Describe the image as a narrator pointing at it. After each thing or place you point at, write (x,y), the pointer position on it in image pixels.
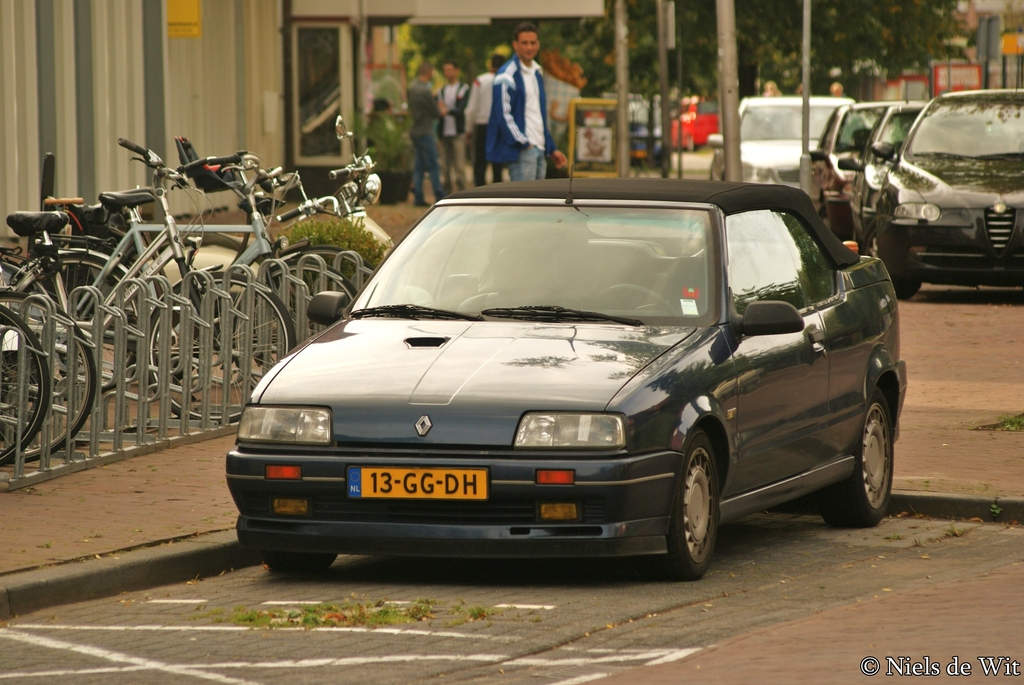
In this image we can see there are persons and building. There are cars (756,112) on the road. At the side there is a fence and there are bicycles (323,255). There are poles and board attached to it. At the back (317,242) there are potted plants (330,236) and trees (694,80).
